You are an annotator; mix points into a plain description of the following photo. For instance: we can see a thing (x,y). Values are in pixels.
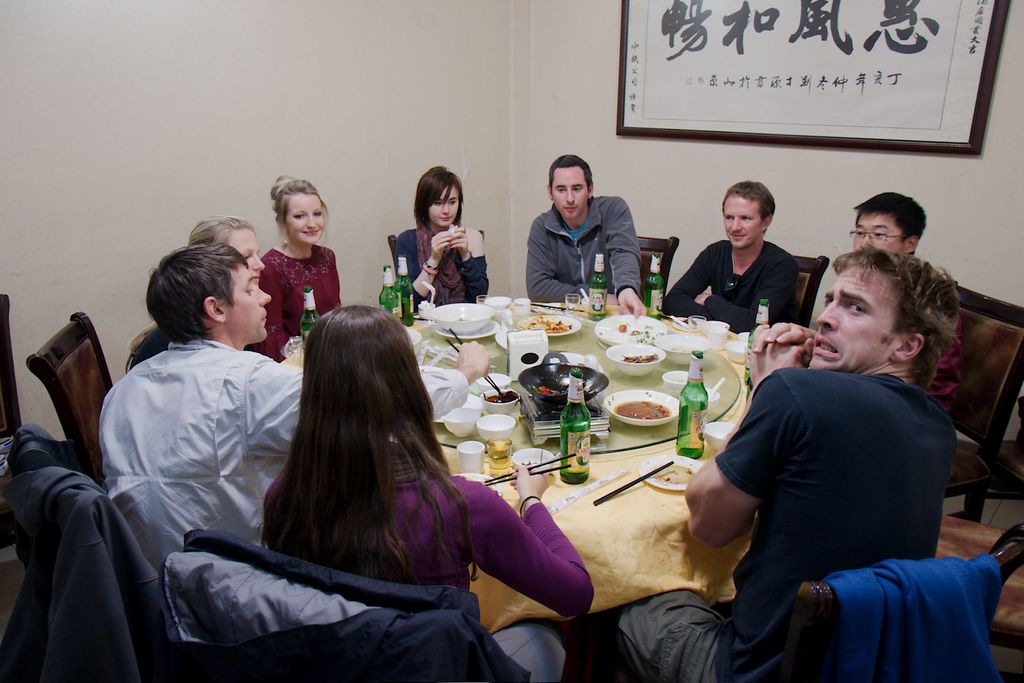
A group of people (171,373) gathered at a table (455,458) and having the food (661,413).
